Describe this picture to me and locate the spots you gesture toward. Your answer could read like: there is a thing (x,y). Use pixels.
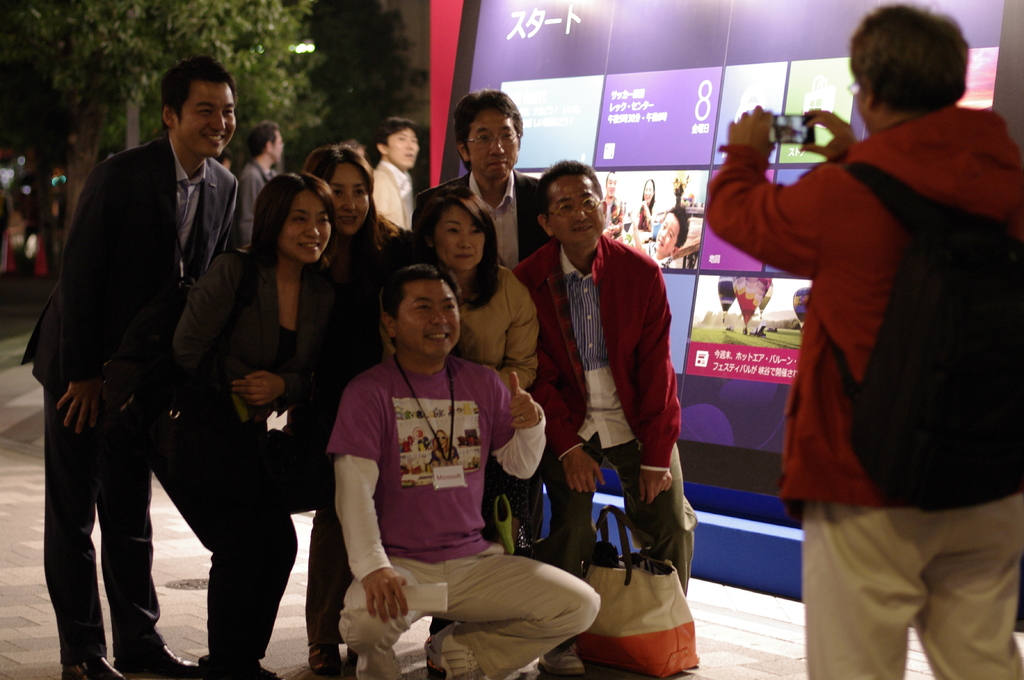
In this image, there are some persons (635,256) beside the screen (613,123) and there is a person (732,229) on the right side of the image (817,318) taking a snap with a mobile phone (787,128). There is a tree (166,34) on the top left of the image (114,55).
